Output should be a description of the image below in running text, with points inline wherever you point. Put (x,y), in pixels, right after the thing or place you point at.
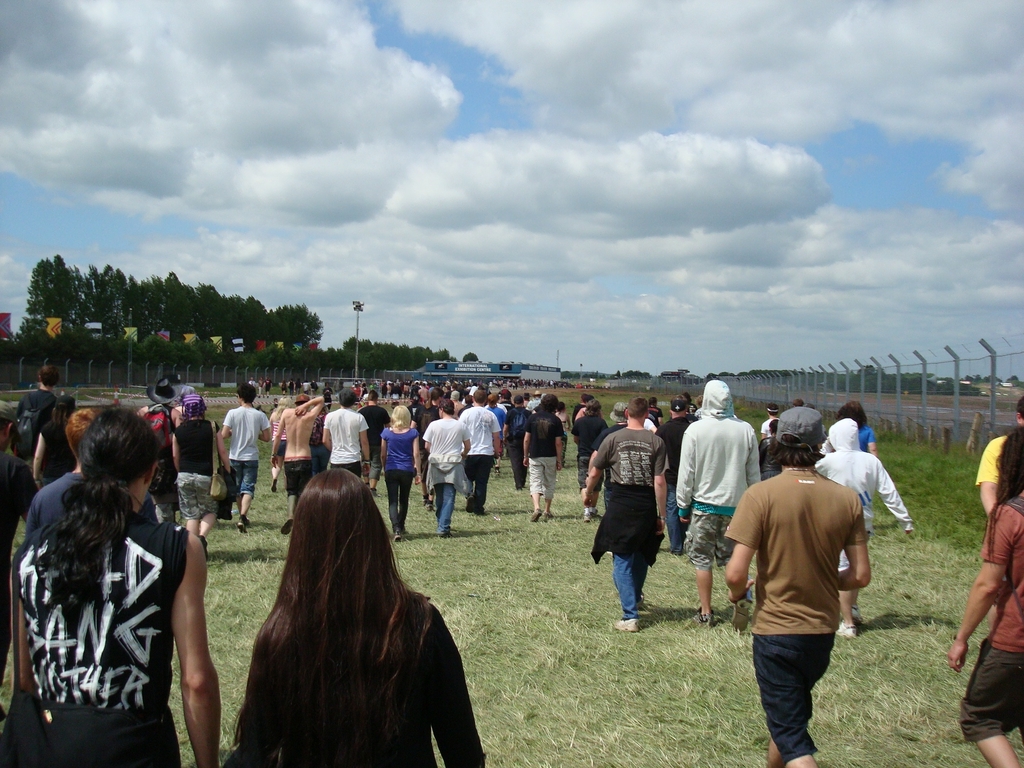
At the bottom of this image (764,591), there are persons (62,440) in different color dresses (1009,560), walking on the grass (512,596) on the ground (543,593). In the background (952,442), there are flags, trees (56,308), a fence (922,375), poles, there are clouds (846,297) in the sky (504,202) and other objects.
